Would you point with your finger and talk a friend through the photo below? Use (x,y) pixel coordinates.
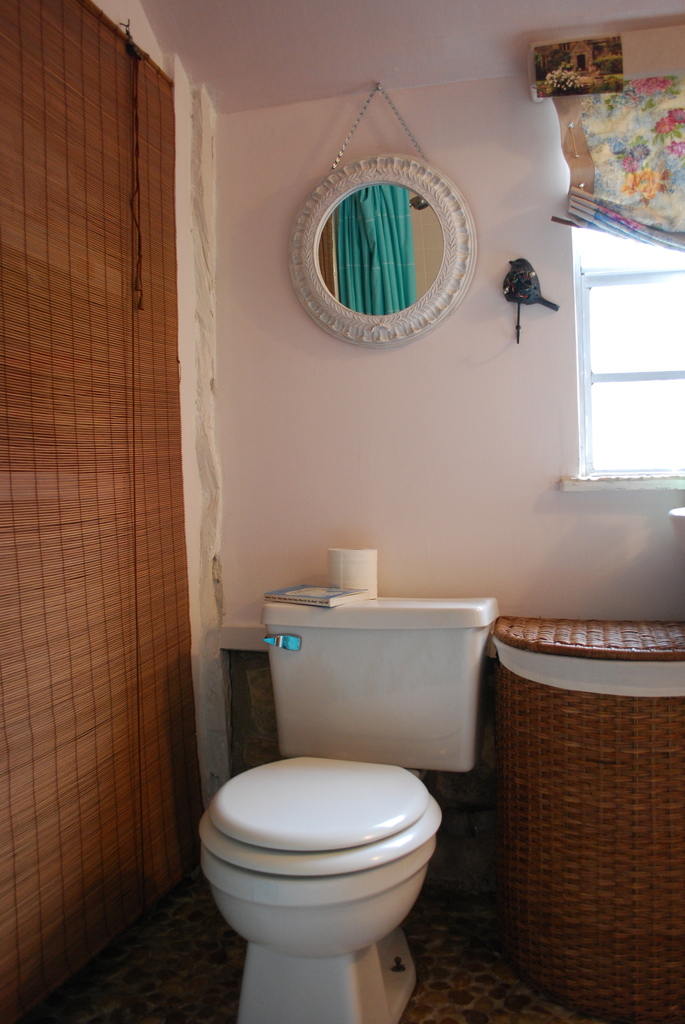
In this picture I can see the inside view of bathroom (402,393) and in front (411,613) I can see the toilet (401,651) and on the wall (292,351) I can see a mirror (445,278) and on the right side of this picture (616,382) I can see a window (615,253), a brown color thing (654,934) and other things (572,226).
